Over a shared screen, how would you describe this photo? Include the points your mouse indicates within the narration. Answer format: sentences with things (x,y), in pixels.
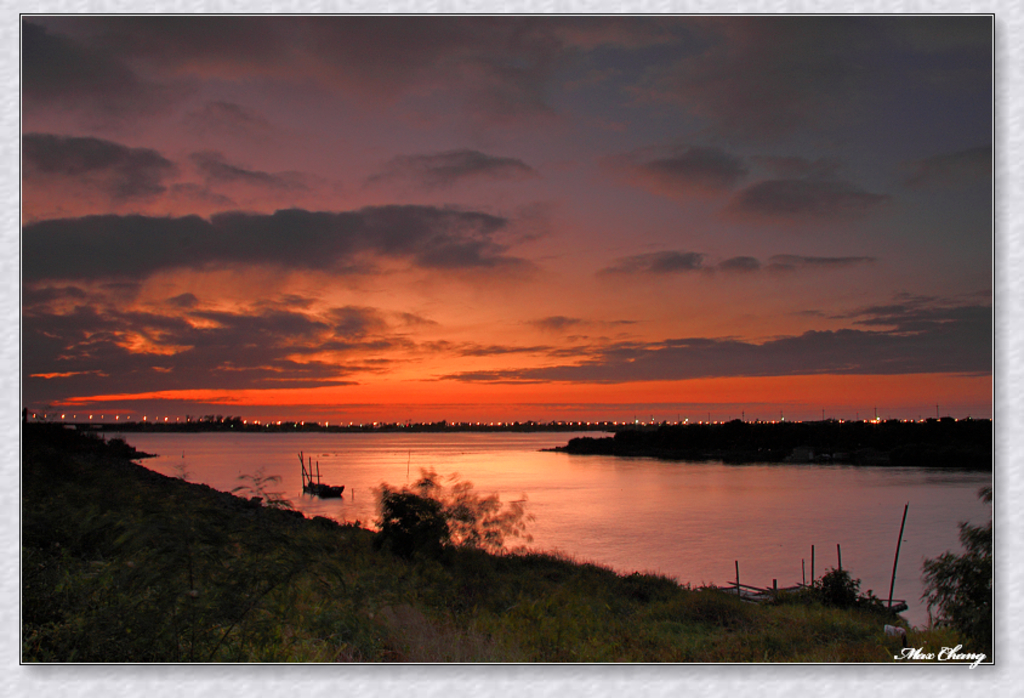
In this picture we can see there are trees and a boat (309,481) on the water (313,472), some lights (587,423) and a sky (290,217). On the image there is a watermark (929,652).
